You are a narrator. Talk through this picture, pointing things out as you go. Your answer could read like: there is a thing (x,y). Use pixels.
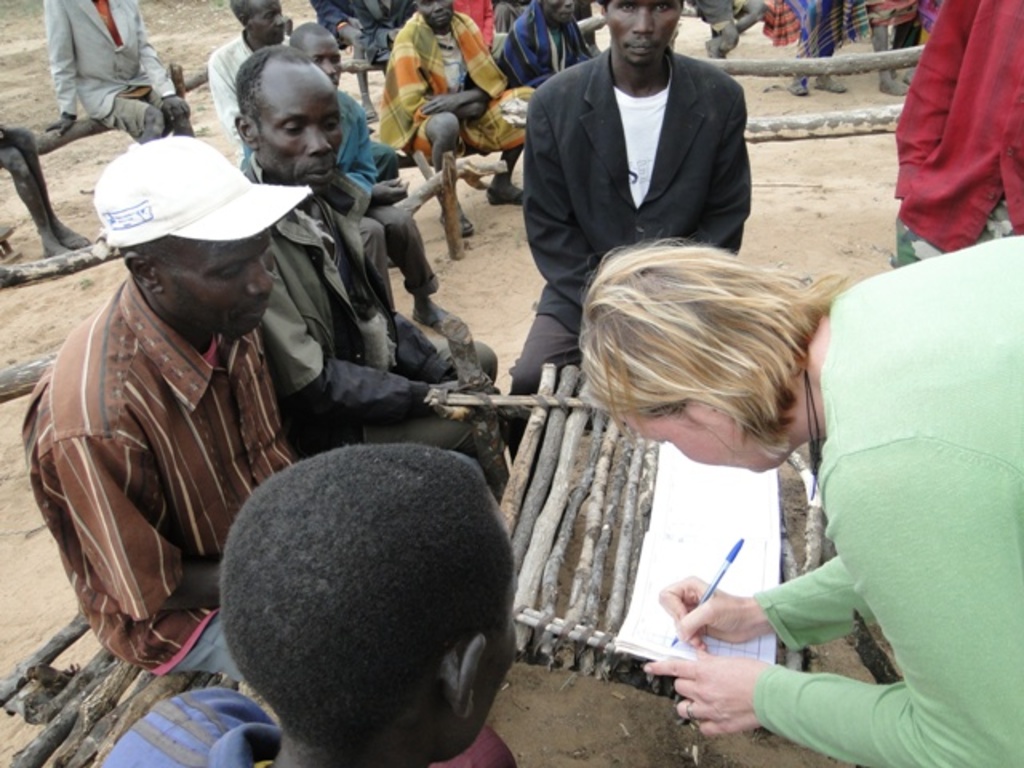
In this image we can see some people (478,472) sitting. We can also see a woman (738,608) holding a book (664,633) and a pen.
